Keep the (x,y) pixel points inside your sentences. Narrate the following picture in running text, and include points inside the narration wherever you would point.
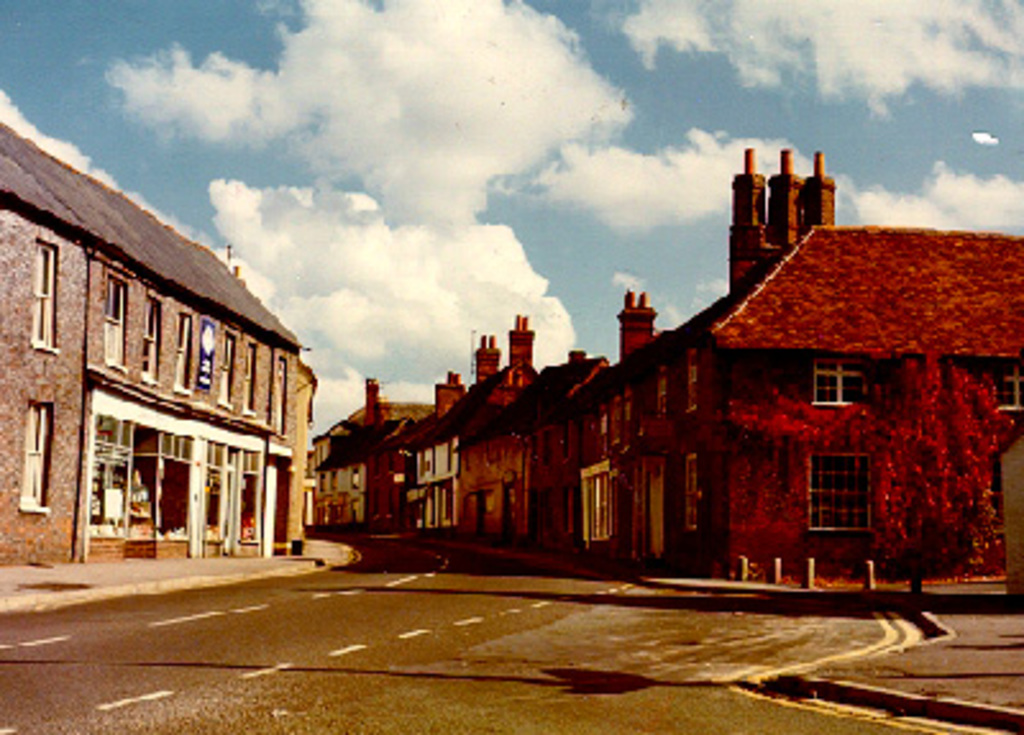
In this picture we can see houses (688,434) with windows (690,512) and in between the houses (442,498) road (362,690) and above the houses (436,432) sky (471,39) with clouds (464,108) and houses (800,338) are red in color mainly roof tops (830,294).
